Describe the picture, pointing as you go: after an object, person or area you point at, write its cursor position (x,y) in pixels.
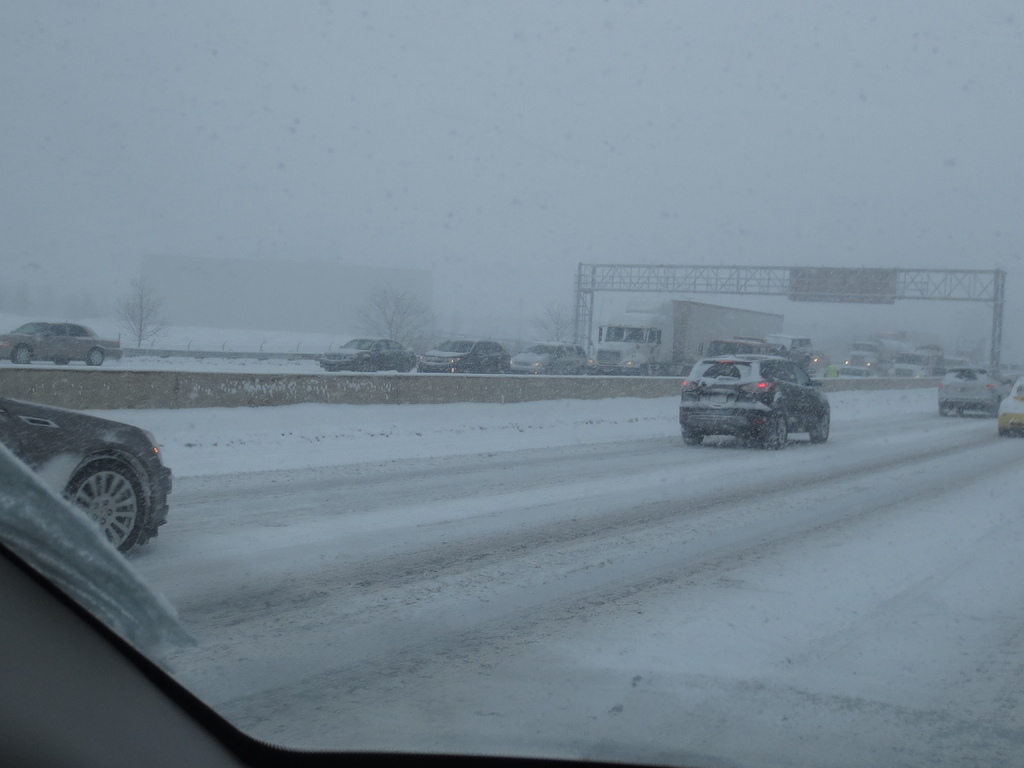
In this image we can see some vehicles (746,434) on the road (604,470). And we can see the snow (150,336) on the ground (134,345). And we can see the bridge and trees (144,319).
